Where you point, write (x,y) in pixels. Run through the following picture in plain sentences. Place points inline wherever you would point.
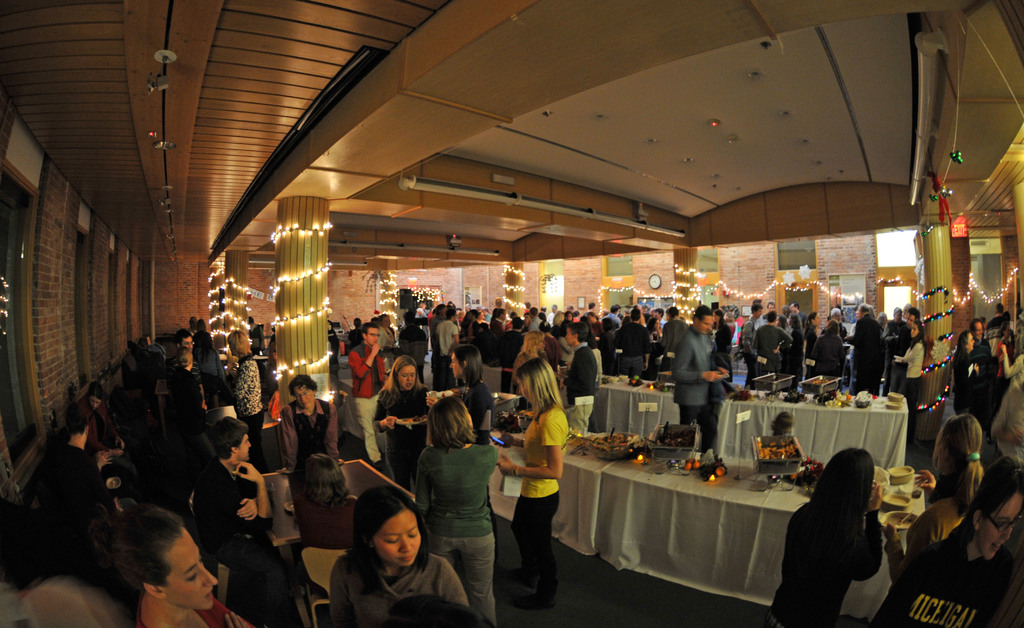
In this image there are group of people (388,521) standing and sitting on the chairs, and there are some items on the tables (690,494) with the name boards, rope lights (940,318), pillars (927,327), windows (26,224), lights (941,287).
